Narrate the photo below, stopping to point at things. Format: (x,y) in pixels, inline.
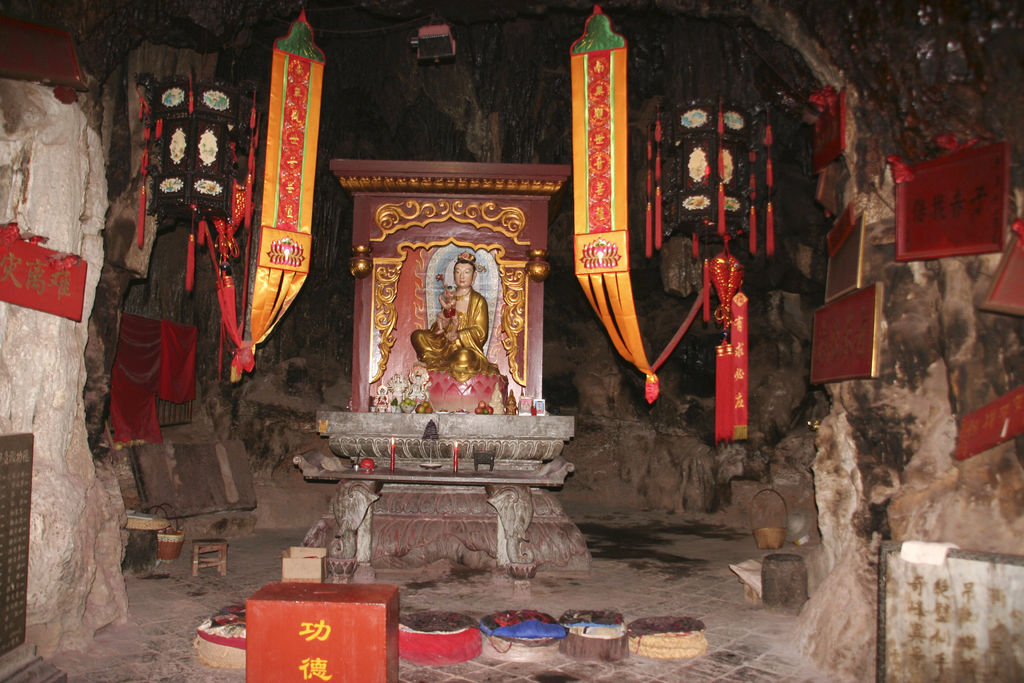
In the middle of this image (455,348), there is a statue (459,261) on a platform (541,441), on which there are two candle lights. On both sides of this statue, there are decorative items (593,123) arranged. In front of this statue (501,388), there are some objects (309,574) and a box (387,633) on the floor (717,636). On the right side (969,416), there are photo frames (863,373) attached to the wall (860,207). On the left side (152,436), there is a red color object (59,309) attached to the wall (43,391). In the background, there is a wall (491,90).
